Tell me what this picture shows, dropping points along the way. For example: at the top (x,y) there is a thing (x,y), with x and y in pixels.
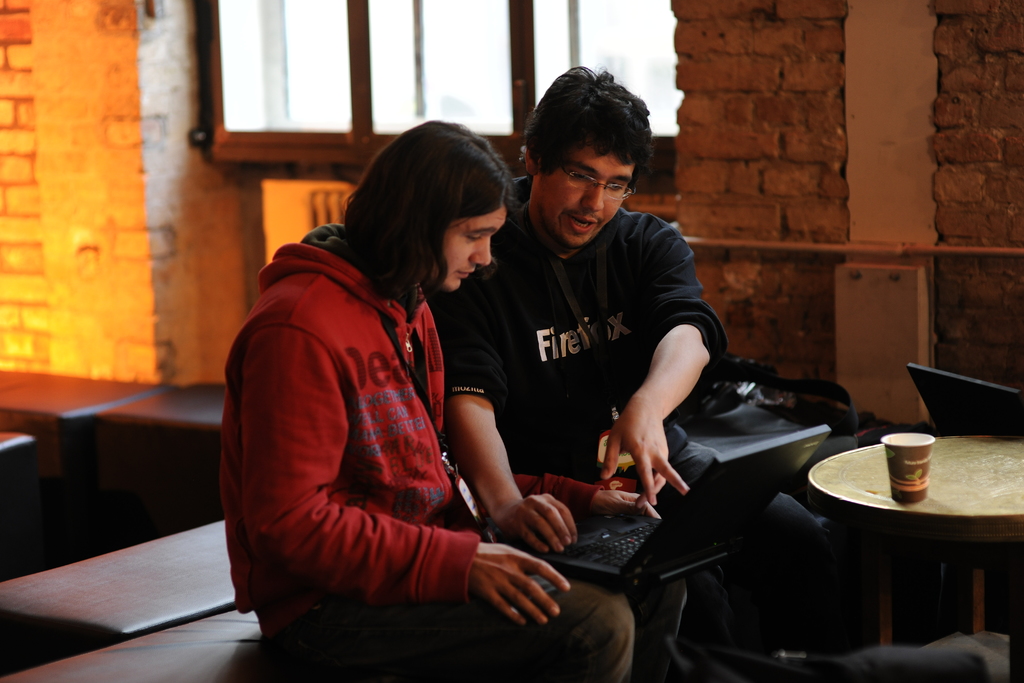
There are two persons (540,266). One in black color shirt (552,340) and other one in red color t-shirt (376,382), sitting and working with the laptop (634,519). In front them, there is a glass (904,454) on the table (1018,468). In the background (890,137), there is a wall (756,100) made up with brick (755,115), a window (448,43) made up with glass (477,27), benches (112,420) and other items (761,377).
